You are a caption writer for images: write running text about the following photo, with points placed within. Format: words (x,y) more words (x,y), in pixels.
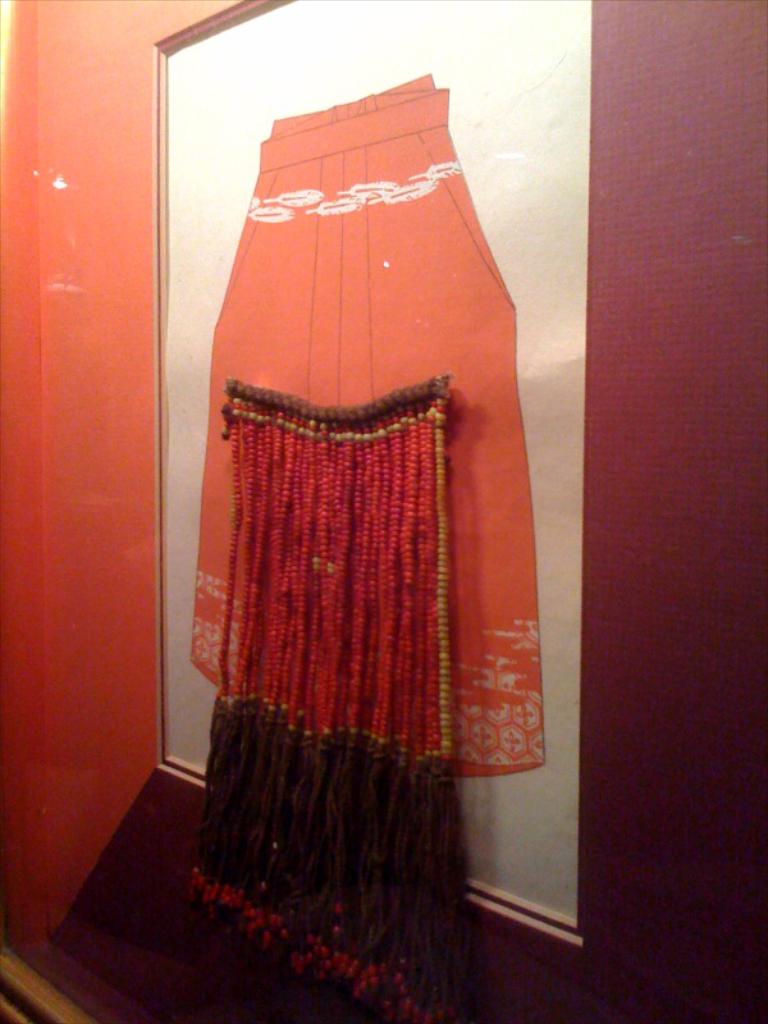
In this image, we can see a wall (653,473) with a poster (414,246) and some objects (381,496) attached to it.
